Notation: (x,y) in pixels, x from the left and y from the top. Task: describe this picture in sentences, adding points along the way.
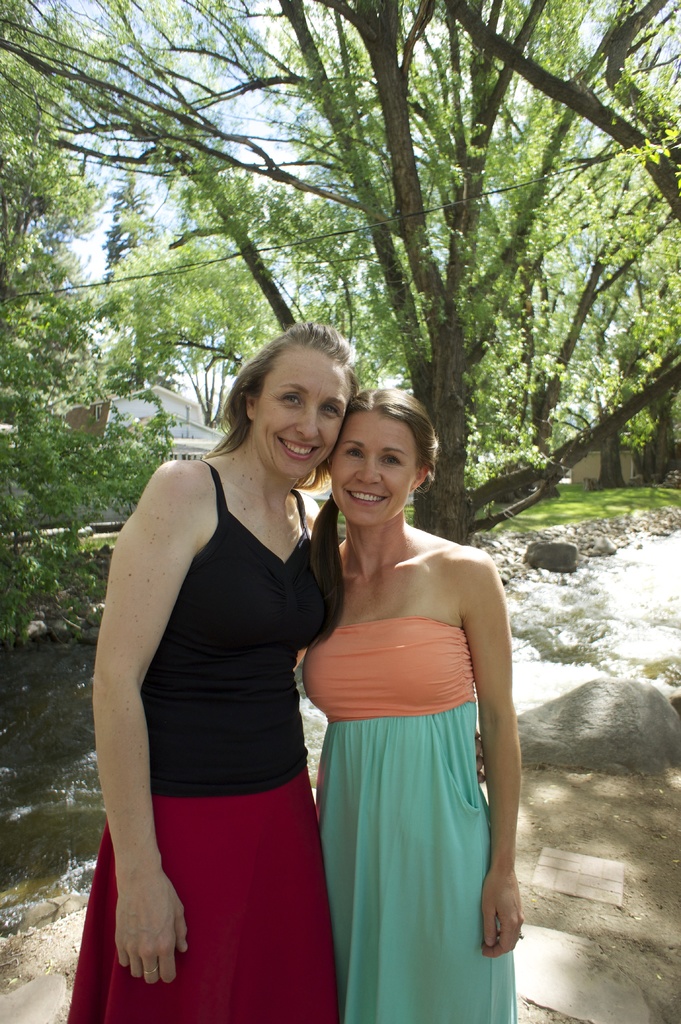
In this image I can see two persons (231,590) standing. The person (307,673) at right (461,549) is wearing orange and green color dress (387,810) and the person (122,836) at left (193,829) is wearing black and maroon color dress (217,826). In the background (565,315) I can see few trees (350,310) in green color and the sky (200,31) is in blue and white color.
